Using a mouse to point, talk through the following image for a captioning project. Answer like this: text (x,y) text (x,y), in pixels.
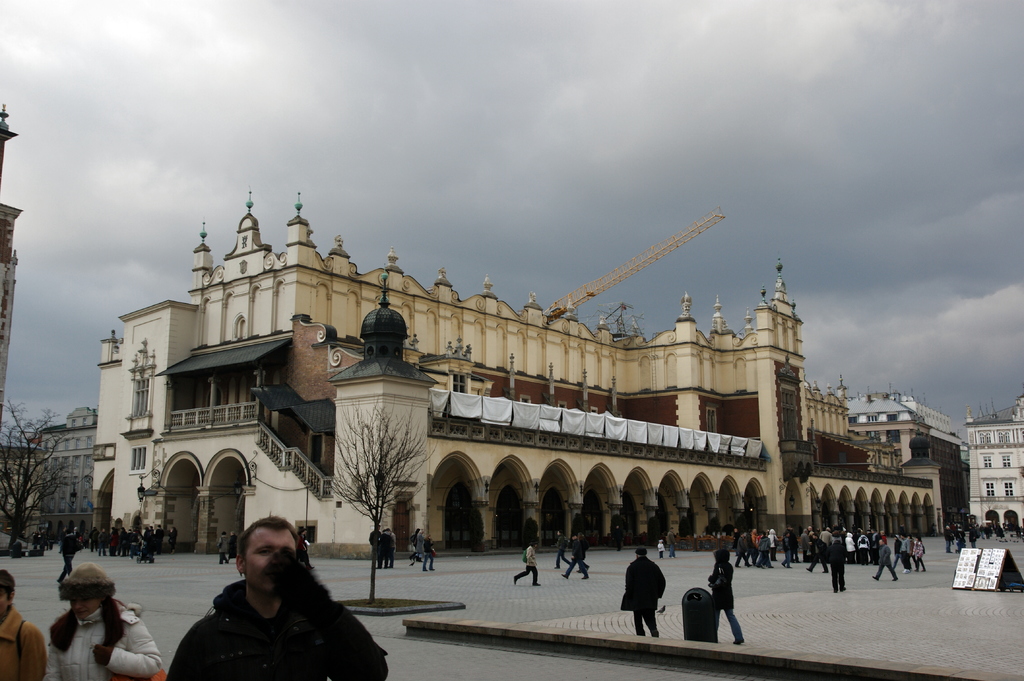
In this image I can see the group of people (306,601) with different color dresses (293,607). To the right (985,591) I can see the boards (964,583). In the background (531,377) I can see the trees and the buildings (560,490) with windows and railing (266,438). I can see the clouds (457,268) and the sky (737,199) in the back (747,190).
